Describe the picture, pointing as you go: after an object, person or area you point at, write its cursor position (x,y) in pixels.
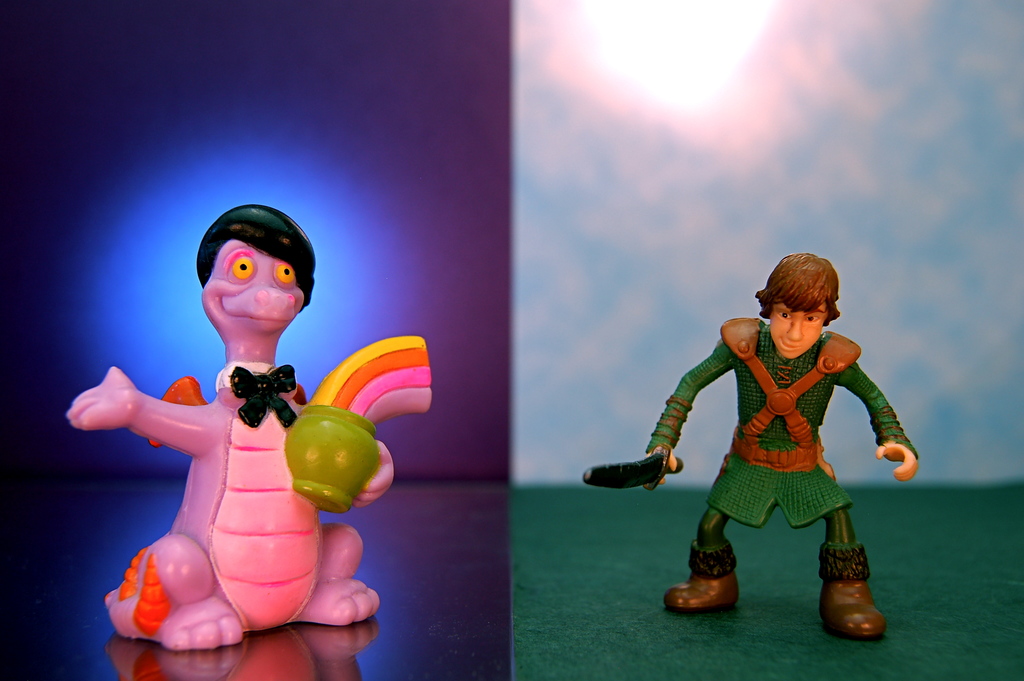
In the picture I can see two toys (420,407).
